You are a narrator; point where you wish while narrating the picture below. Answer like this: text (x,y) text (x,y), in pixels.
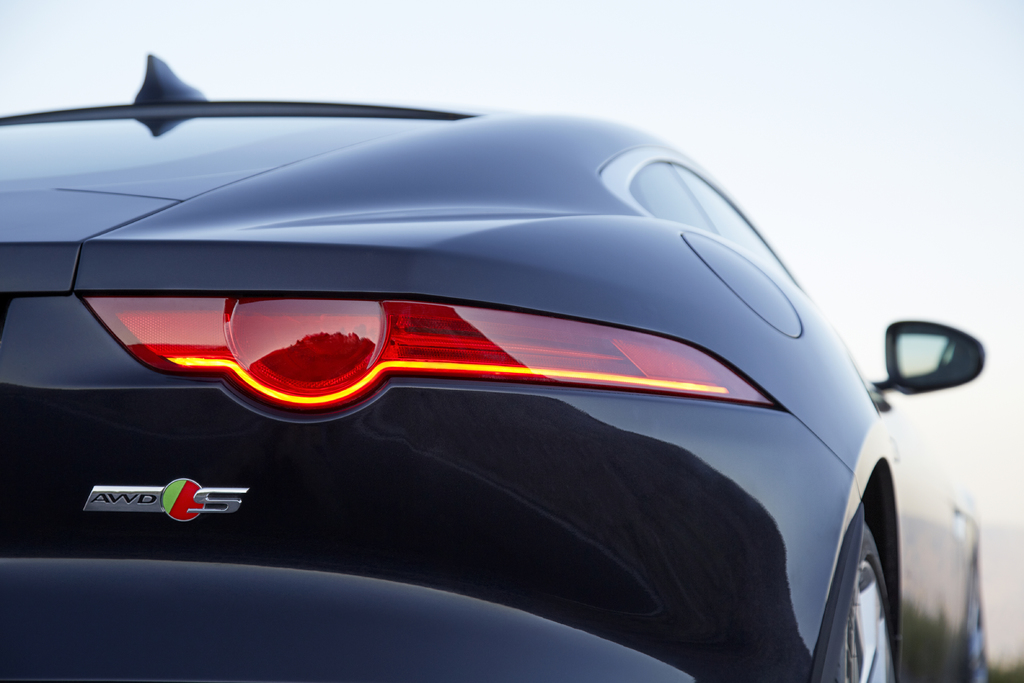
In this picture we can see a black car (496,152), mirror (951,349) and a brake light (628,367).
